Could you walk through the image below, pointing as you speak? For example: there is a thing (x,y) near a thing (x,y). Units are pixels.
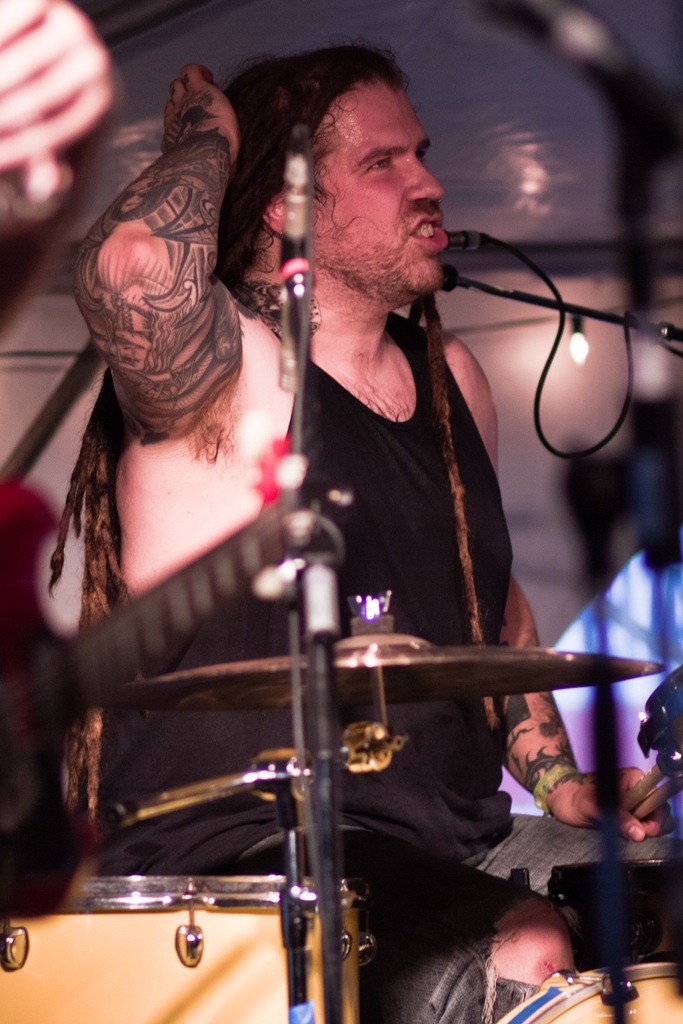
In this image a man (394,771) sitting on chair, in front of him there are musical instruments (456,657).
